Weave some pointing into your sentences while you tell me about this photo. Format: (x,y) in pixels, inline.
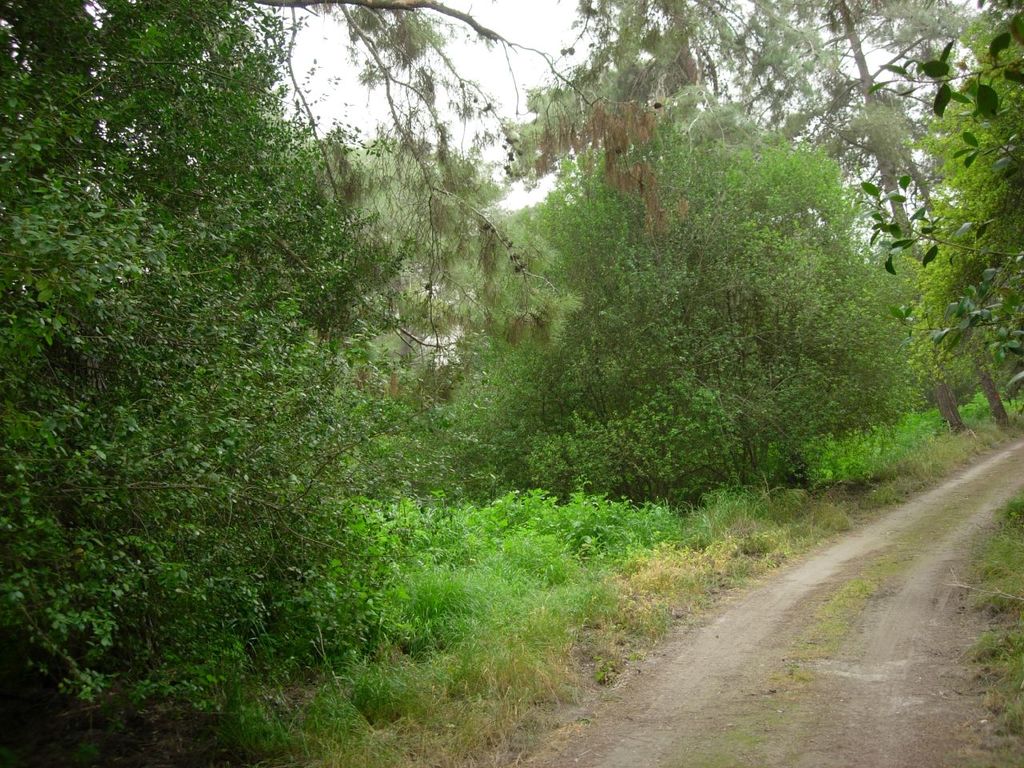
In this picture we can see a path (714,703). Some grass (470,642) is visible on the right (1012,590) and left side of the path (879,745). We can see a few plants (406,478) and trees (945,133) in the background (356,413).
